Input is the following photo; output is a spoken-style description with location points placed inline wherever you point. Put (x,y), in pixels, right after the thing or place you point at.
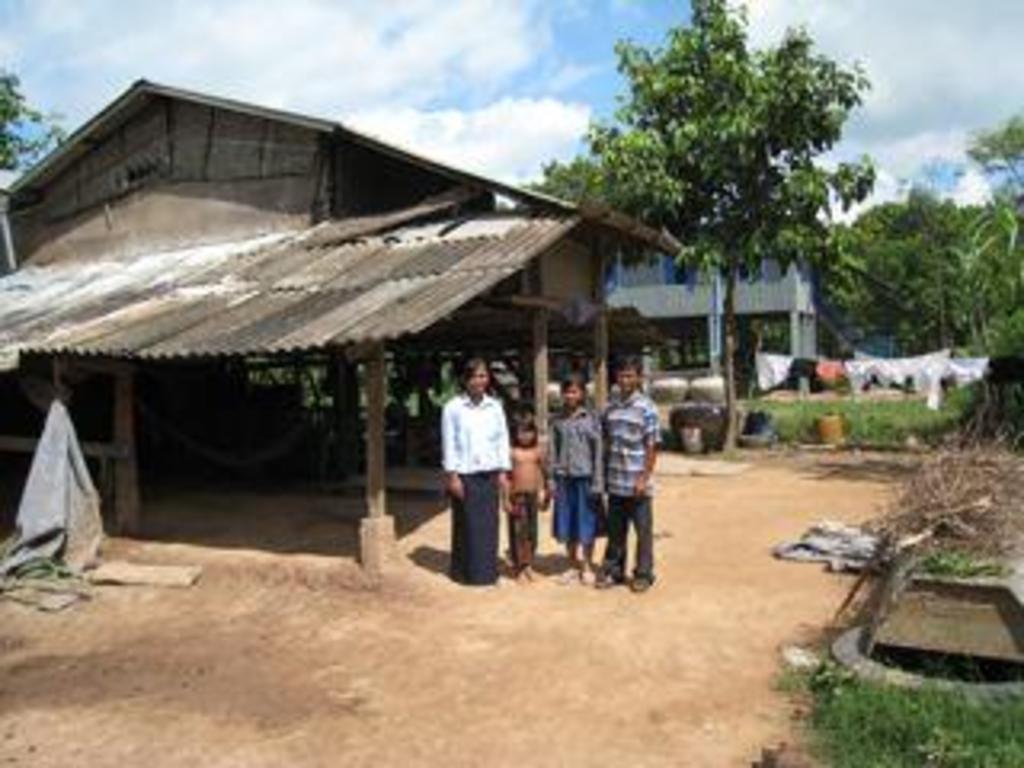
In this image we can see a group of people (456,514) standing on the ground (549,691). We can also see a shed (329,308), some plants (841,679), grass (874,690), containers (699,440), clothes (918,383) on a rope (972,358), a building (758,360) and the sky (545,17) which looks cloudy.
